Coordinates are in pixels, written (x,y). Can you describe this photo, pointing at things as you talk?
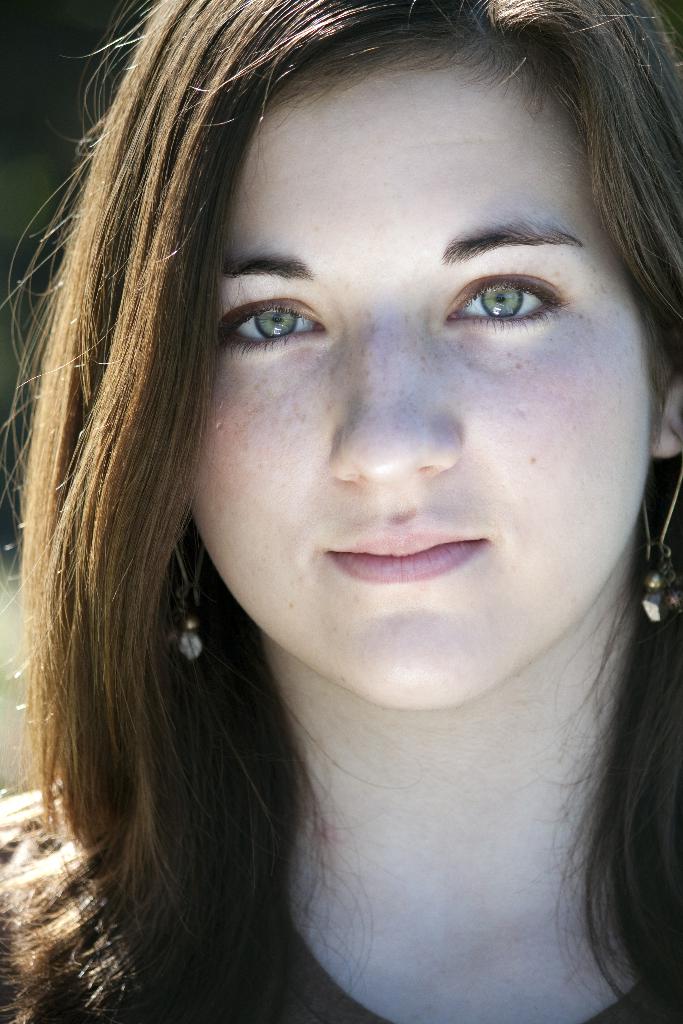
In this image I can see a woman (266,464) posing for the picture.
